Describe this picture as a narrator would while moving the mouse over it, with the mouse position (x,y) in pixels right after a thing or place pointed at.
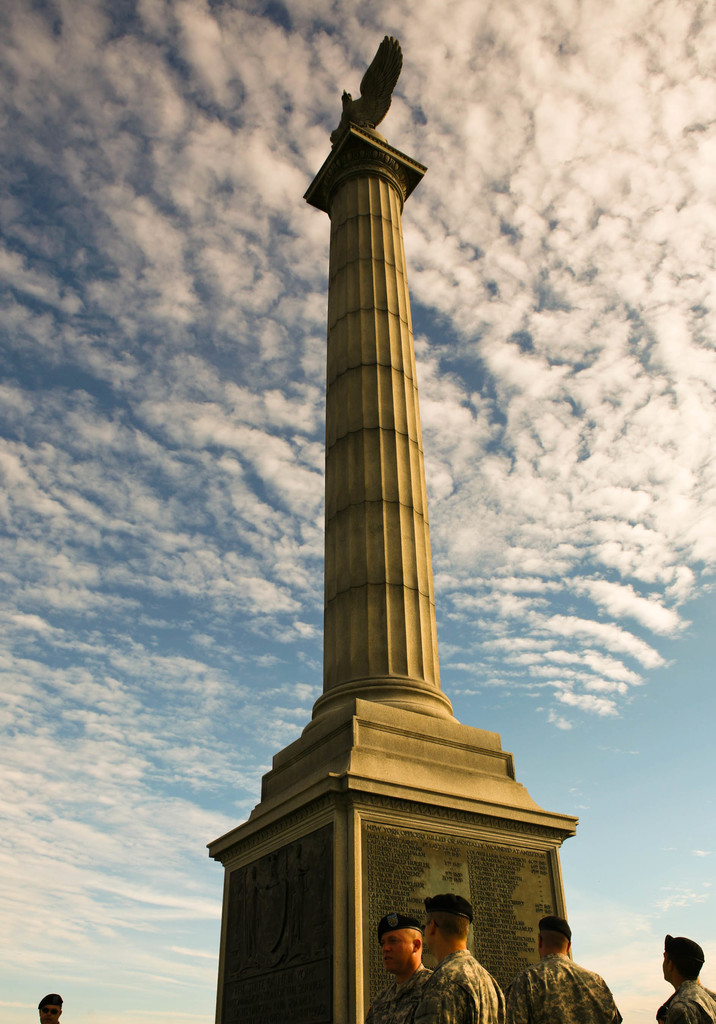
In the foreground of the picture (466,973) there are soldiers (398,981). In the center of the picture (331,635) there is a tower (398,594). Sky (160,778) is bit cloudy and it is sunny.
